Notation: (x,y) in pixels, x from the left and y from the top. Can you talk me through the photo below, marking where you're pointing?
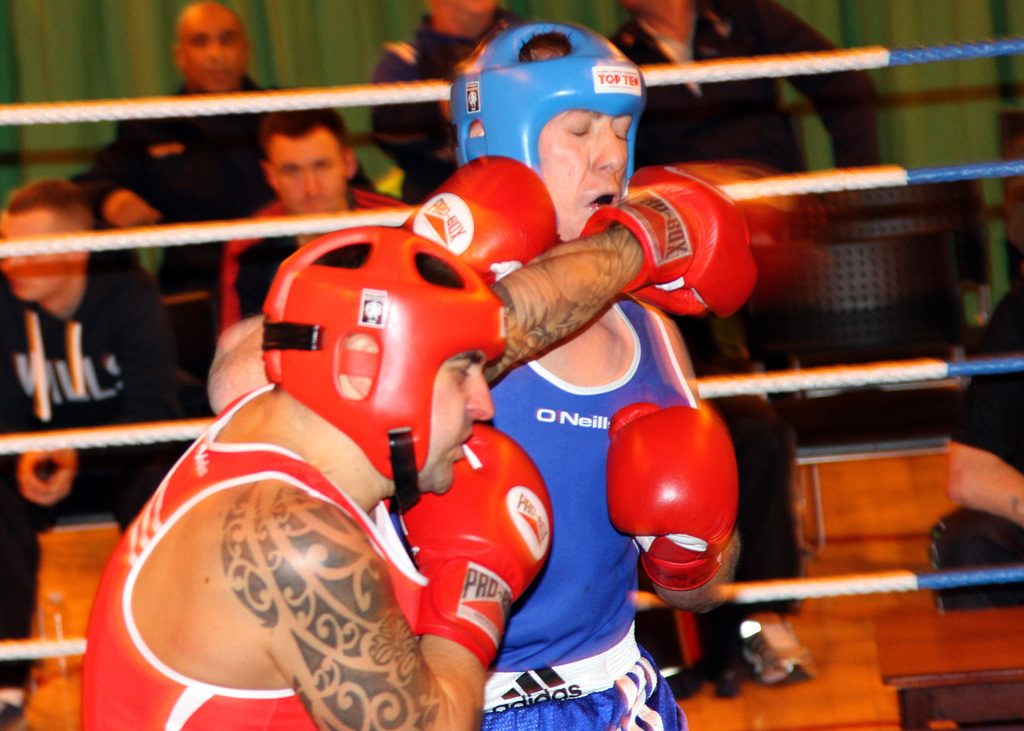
In this image, there are a few people (513,243). Among them, some people (592,347) are fighting. We can see some ropes (797,591) and the ground (863,614). In the background (889,94), we can see a green colored object (27,132). We can see some wood (999,718) on the right (1020,680). We can also see a black colored object (886,207).
